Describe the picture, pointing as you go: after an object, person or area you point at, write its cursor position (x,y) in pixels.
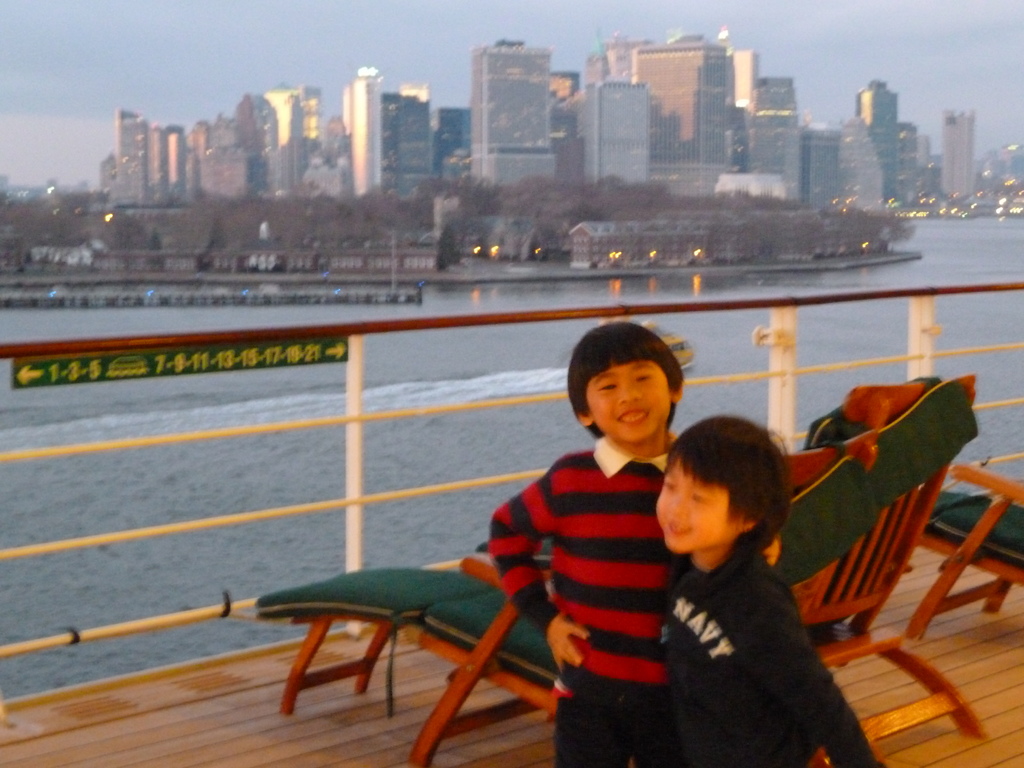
In this image, we can see 2 kids (689,621) are standing. And they are smiling together. They wear a t shirts (675,640). Behind them, we can see a chairs (833,519). Here we can see wooden floor (301,740). The background (617,284), we can see water (640,293), some buildings (625,255), lights (652,255). Here there is a fencing (199,436). We can see some board (202,366) here.
